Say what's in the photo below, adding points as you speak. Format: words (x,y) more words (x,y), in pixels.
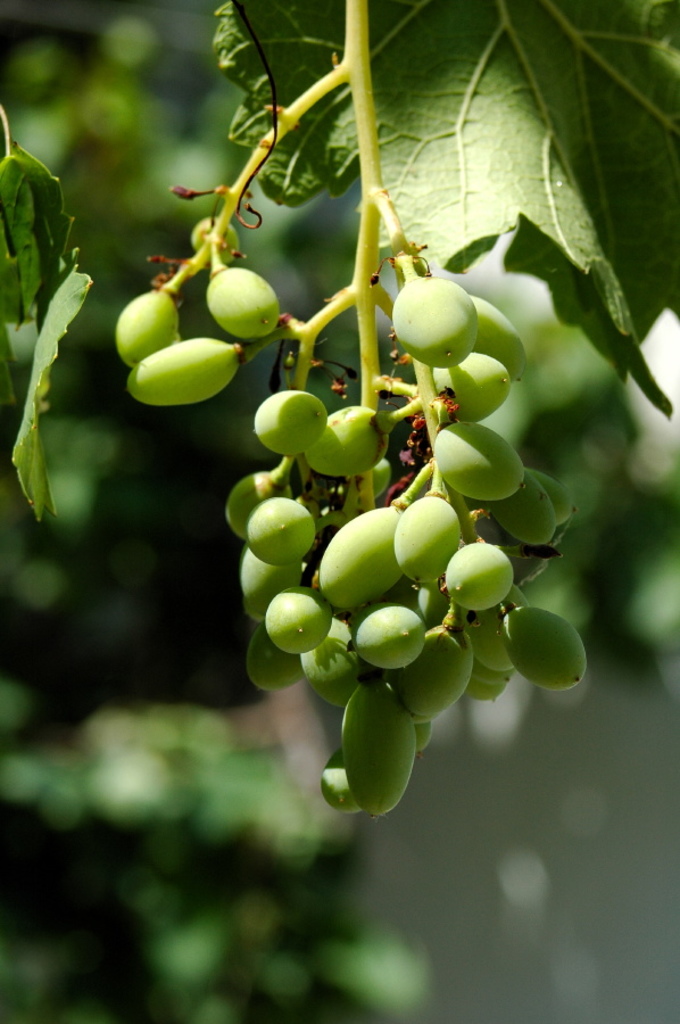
In this image I can see few grapes (519,474) and plants (180,877) in green color.
